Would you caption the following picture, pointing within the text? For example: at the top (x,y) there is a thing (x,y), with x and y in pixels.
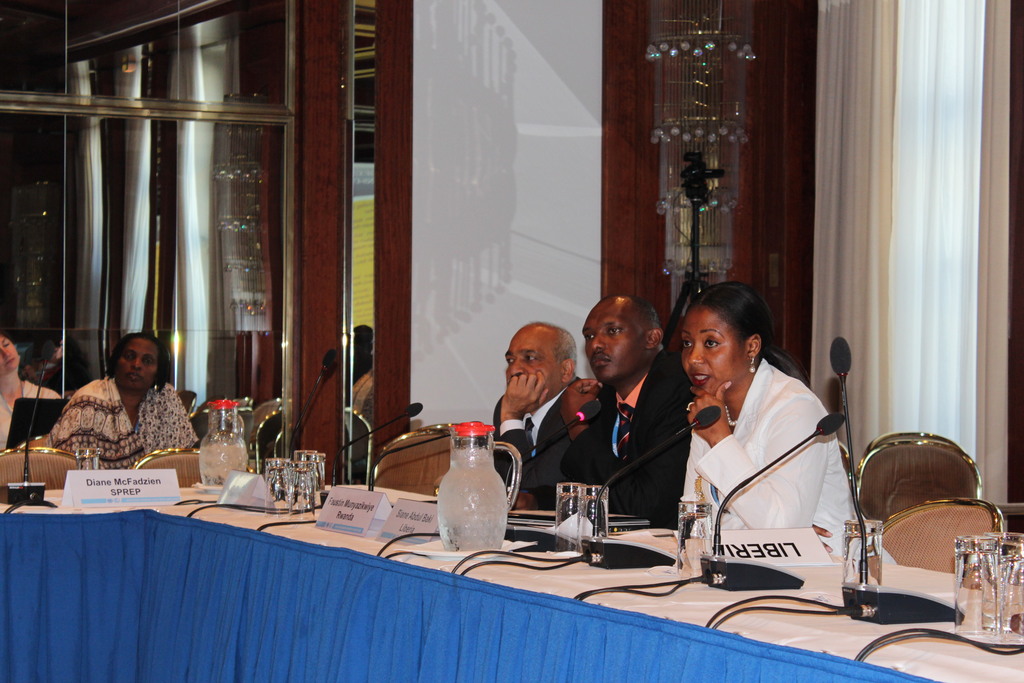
There are four members (568,473) sitting in the chairs (194,464) in front of a table (517,569) on which some name plates (116,493), jars (471,508), glasses (298,473) and mics (691,423) were there. Two (591,439) of them were men (591,439) and remaining two (139,402) were women (139,402). In the background (398,311) there is a wall (762,180) and a curtain (919,172) here.
